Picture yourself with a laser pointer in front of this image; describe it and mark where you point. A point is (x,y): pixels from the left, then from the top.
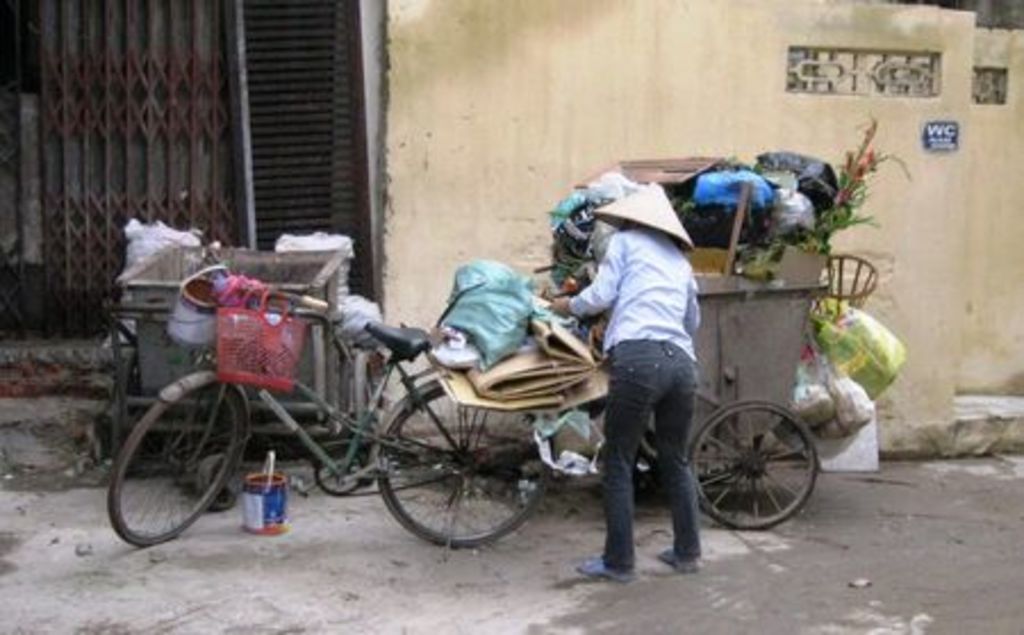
In this picture there is a person (664,421) standing and holding the object (575,344). There are plants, covers (715,209), bags (780,190) and baskets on the vehicle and there are bags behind the vehicle (222,461). At the bottom (282,513) there is a bucket (279,508). At the back (947,98) there is a building (391,100) and there is a board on the wall (923,121) and there is a text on the board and there is a gate (112,133). At the bottom (345,503) there is a road (636,510).
